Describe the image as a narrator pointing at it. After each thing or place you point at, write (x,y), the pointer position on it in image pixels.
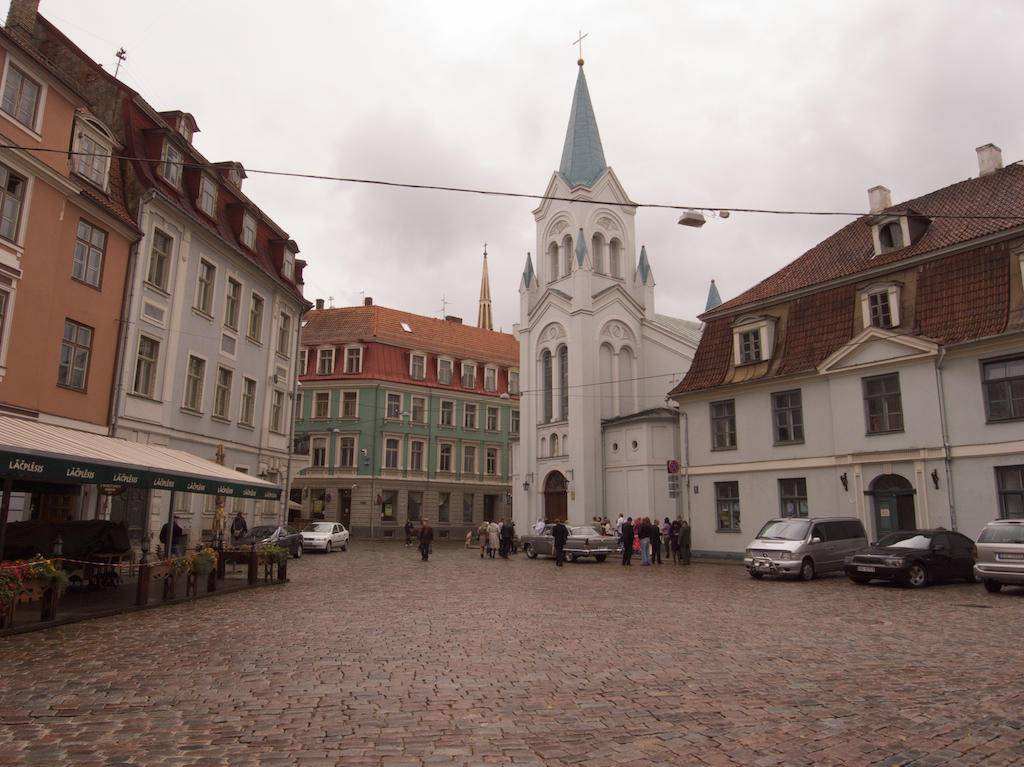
These are the buildings (396,427) with the windows (873,432) and doors (895,494). I can see few cars (606,540) on the road (478,584). There are groups of people (650,555) standing. I think these are the spires (575,160). I can see the holy cross symbol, which is at the top of the building (580,68). This is the sky (406,134).
